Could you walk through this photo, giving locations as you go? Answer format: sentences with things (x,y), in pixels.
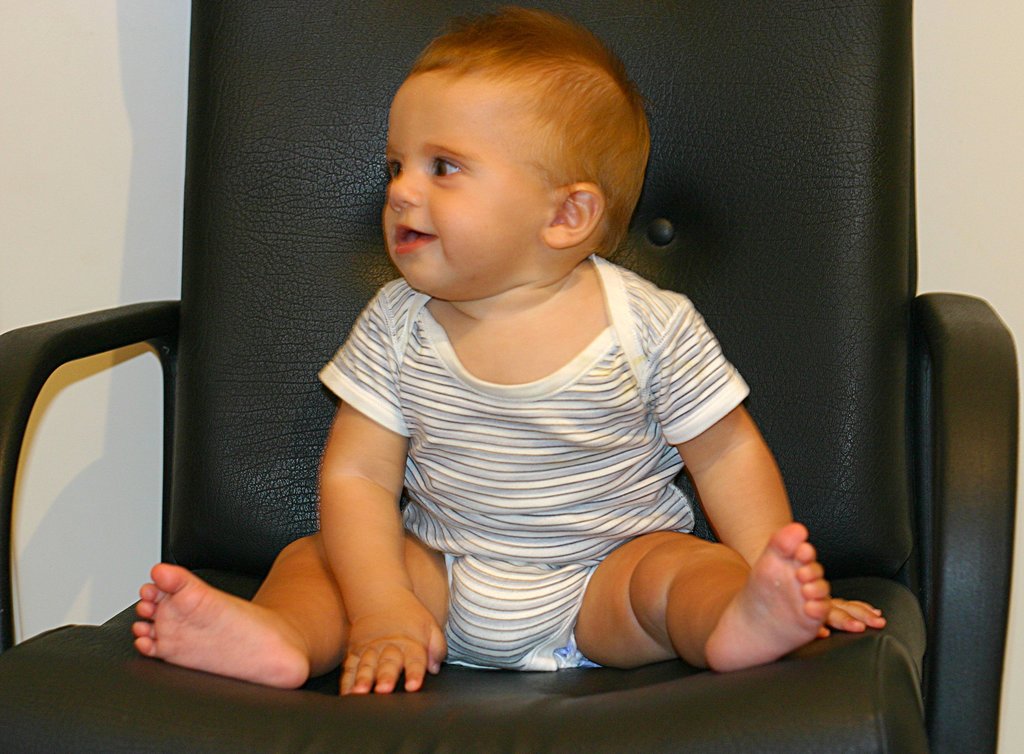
In this picture, we see a baby (615,423) is sitting on the black chair (202,685) and the baby (452,633) is smiling. In the background (144,187), we see a wall (977,270) in white color.
